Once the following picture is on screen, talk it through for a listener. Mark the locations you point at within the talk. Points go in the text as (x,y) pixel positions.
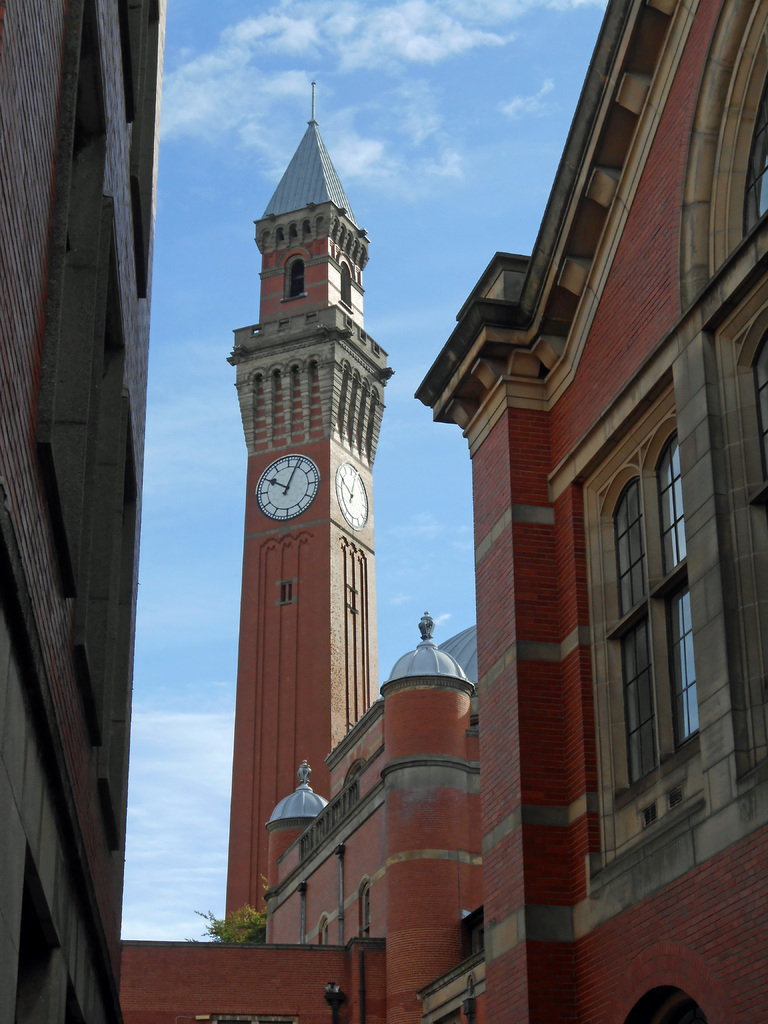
In this picture we can see a clock tower (273,552). These are the buildings (296,802). And on the background (267,114) there is a sky (409,74) with clouds (415,39).
